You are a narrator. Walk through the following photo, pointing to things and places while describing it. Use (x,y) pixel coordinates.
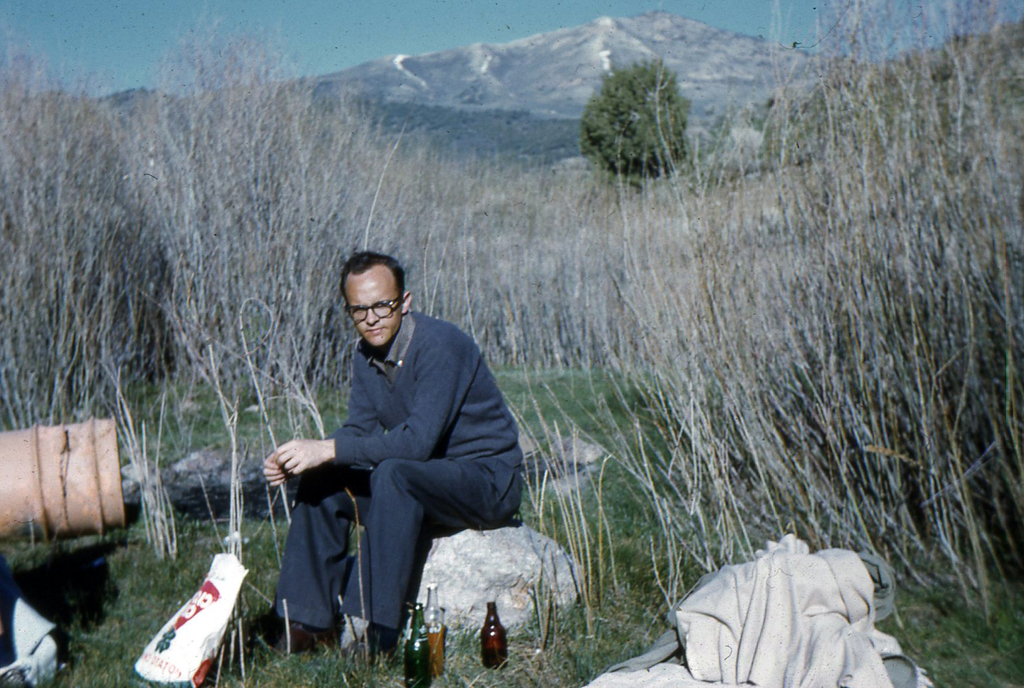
It is looking like a hill station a man (367,593) is sitting on the rock (453,590), beside him there are some bottles (498,651), in front of him there is a cover (231,587), to the right side (753,621) there are few clothes (827,608), beside the man (380,574) there is a grass (401,658) on the floor (607,610) behind it there are some dry trees (397,231) in the background (464,100) there is a mountain (675,68) and sky (399,20).
